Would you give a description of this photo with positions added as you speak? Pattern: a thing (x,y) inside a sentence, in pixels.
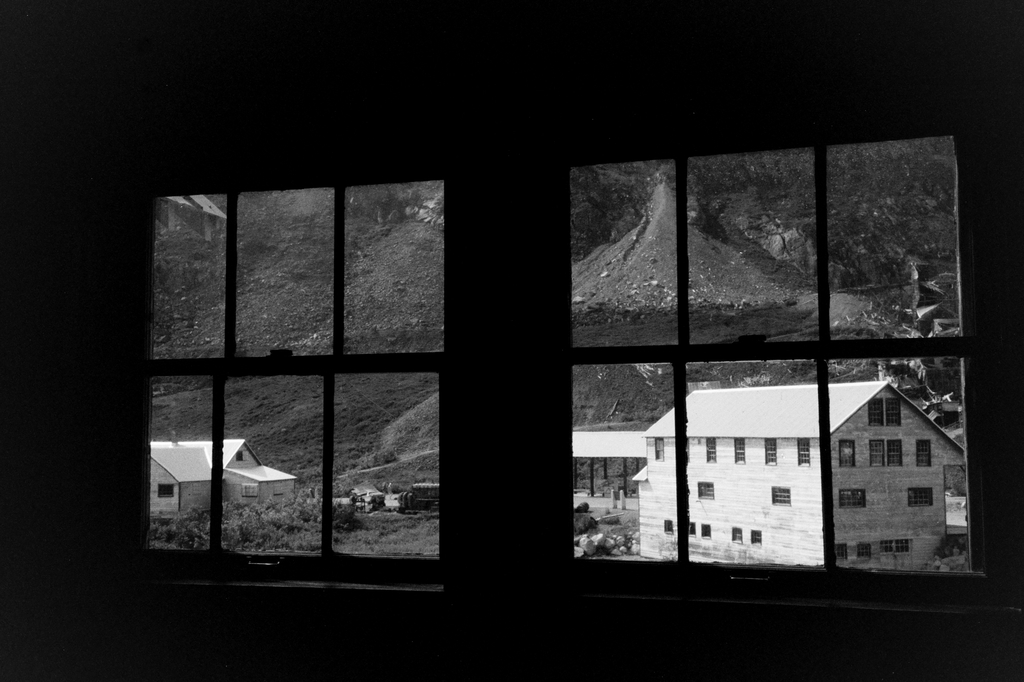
In the image we can see a window (152,220) made up of glass (347,283). Out of the window (367,282) we can see there are buildings (661,474), grass (356,517) and trees (320,512).
